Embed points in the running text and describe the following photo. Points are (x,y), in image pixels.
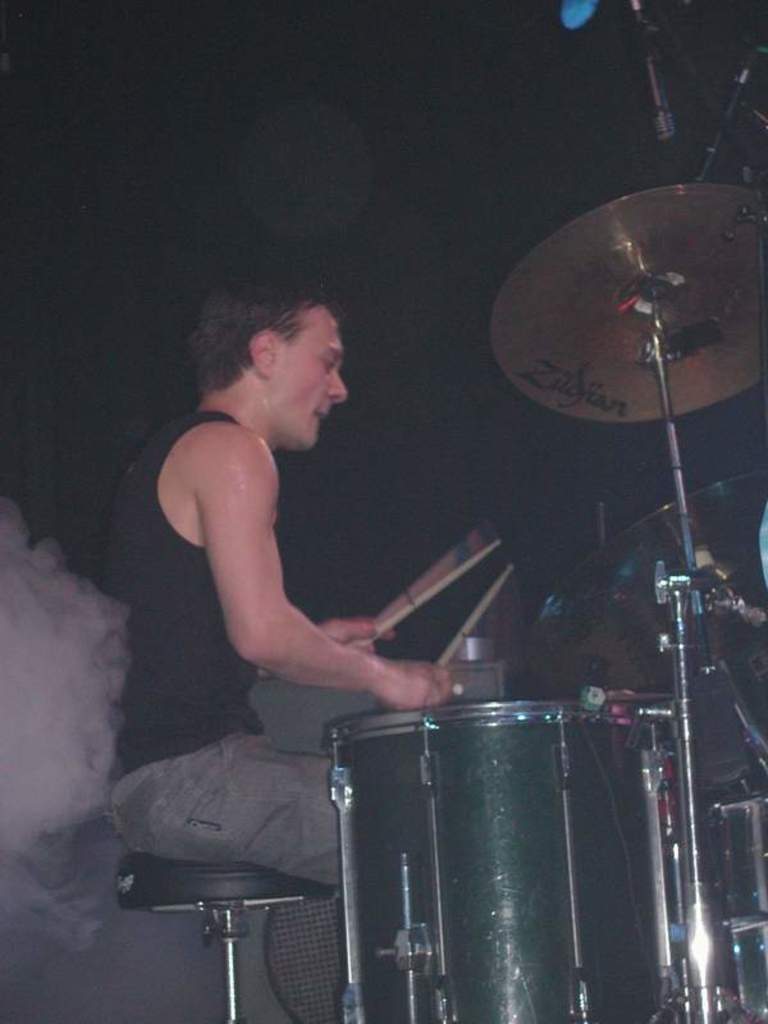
In this image we can see a man (232,664) sitting and playing a band (581,705). On the left (47,923) there is smoke (67,770).
